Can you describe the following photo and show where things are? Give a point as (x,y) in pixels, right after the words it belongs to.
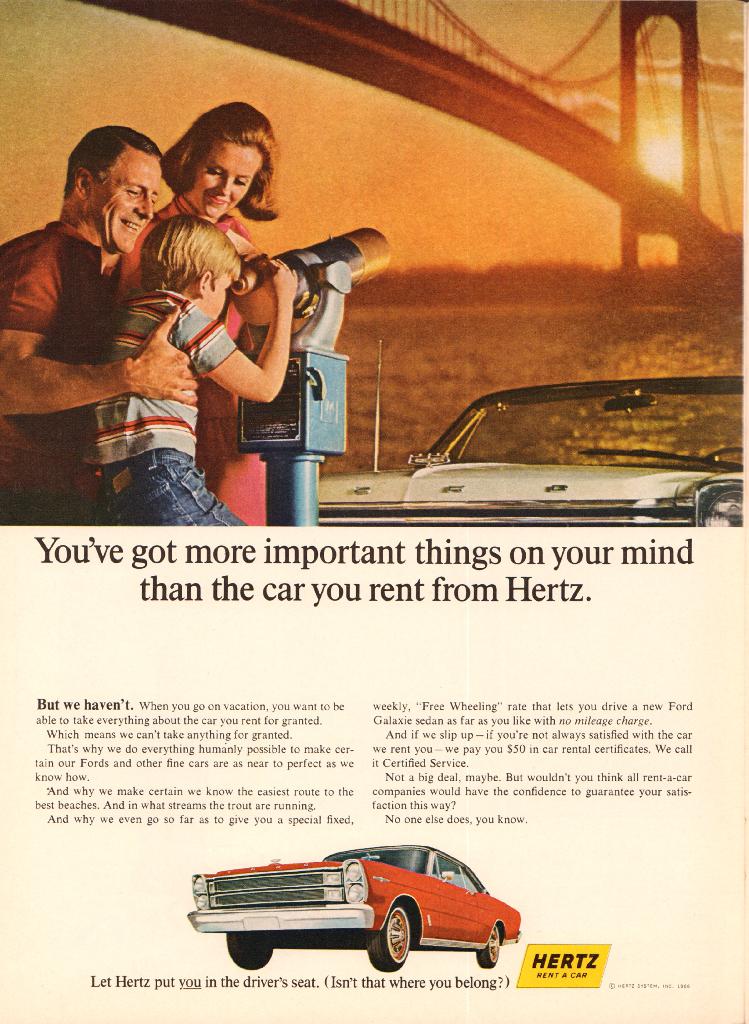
It is a poster. In this image, we can see few people (265,364), binocular (314,330) with rod (323,340), vehicle (579,490). Here we can see water (523,358), bridge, sky (478,169) and sun (662,152). Here we can see some text (311,819), car (391,969) and logo (565,982).
